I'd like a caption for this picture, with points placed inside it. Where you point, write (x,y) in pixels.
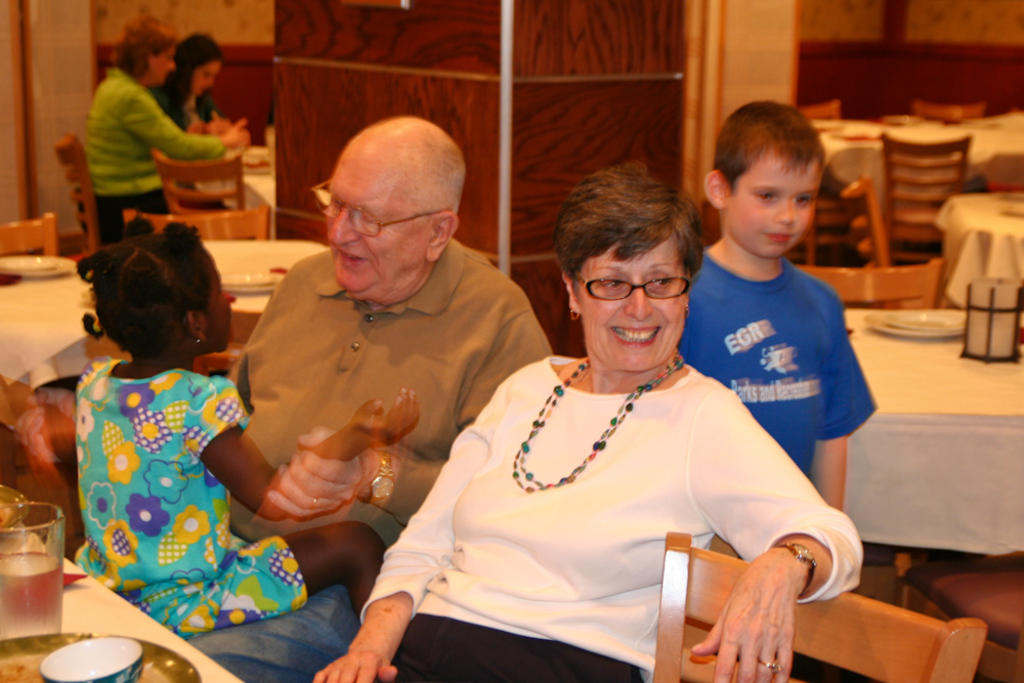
There is a man (286,401) and woman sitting on a chair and behind her there is a boy (824,370) standing and a girl (176,502) sitting on lap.
